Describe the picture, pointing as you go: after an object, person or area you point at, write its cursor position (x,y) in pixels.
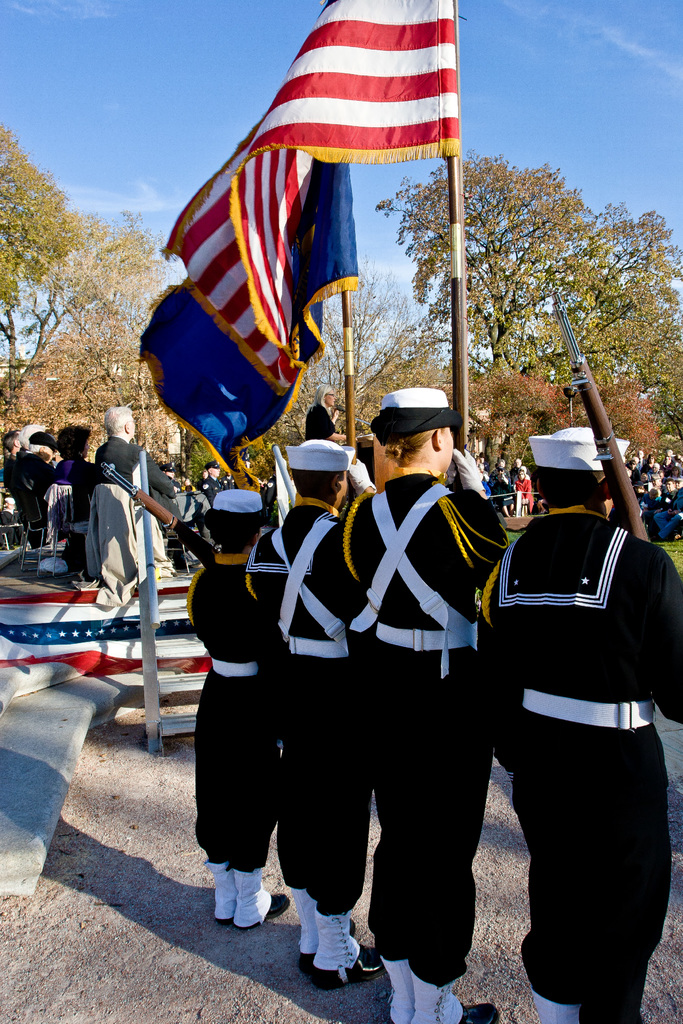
In this image we can see one stage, one flag (65,615) on the stage staircase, some people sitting on the chairs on the stage (11,566), some objects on the chairs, some objects (384,468) on the stage (90,632), some big trees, some green grass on the ground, some people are standing, some people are sitting in front of the stage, two people (344,483) with white caps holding flag poles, two flags (423,88) with poles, two people (673,707) with white caps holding guns (604,430) on the left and right side of the image (580,810) and at the top (97,129) there is the sky (666,95).
